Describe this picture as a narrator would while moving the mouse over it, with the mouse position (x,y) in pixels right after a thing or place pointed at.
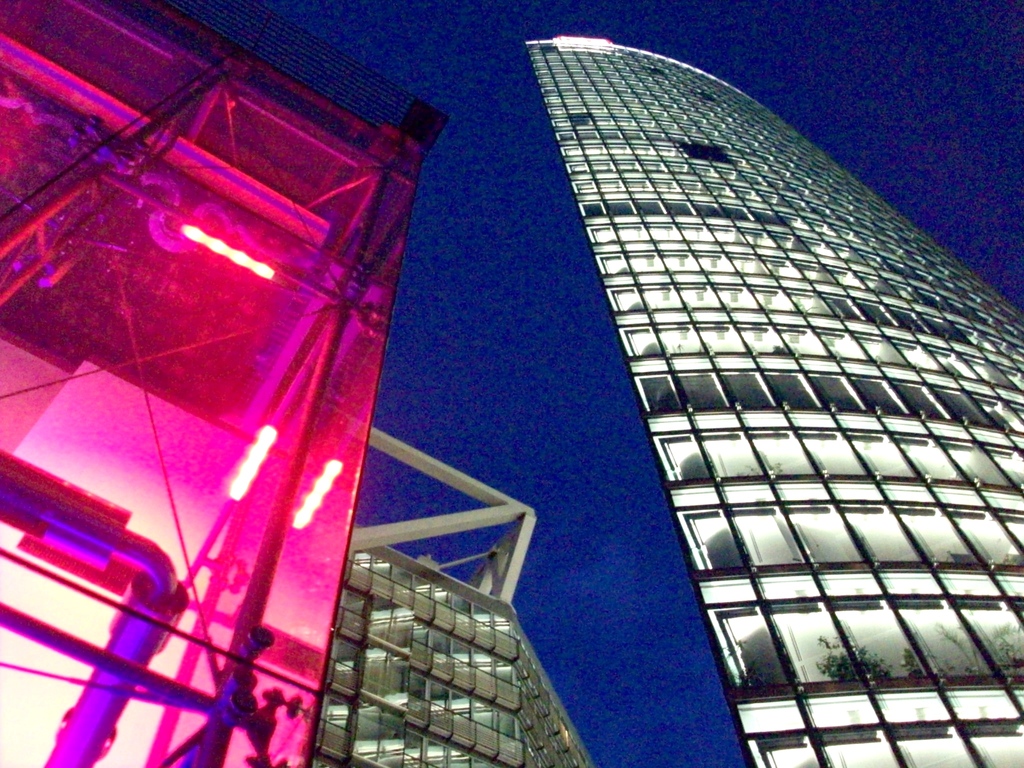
In the center of the image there are buildings (932,528). In the background (894,85) there is sky (894,95).
